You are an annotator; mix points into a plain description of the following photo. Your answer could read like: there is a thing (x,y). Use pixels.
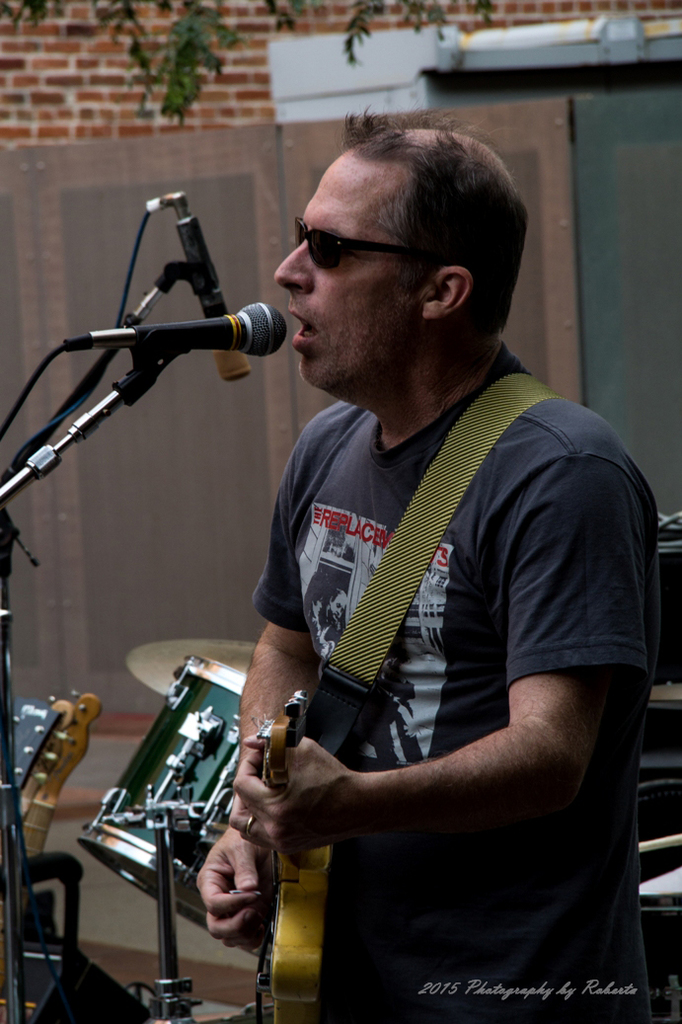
Here we can see a man (456,378) standing and playing the guitar (290,718) and singing, and in front here is the microphone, and at back (203,767) here are the drums (184,735), and here is the wall (119,44) made of bricks (60,125).
